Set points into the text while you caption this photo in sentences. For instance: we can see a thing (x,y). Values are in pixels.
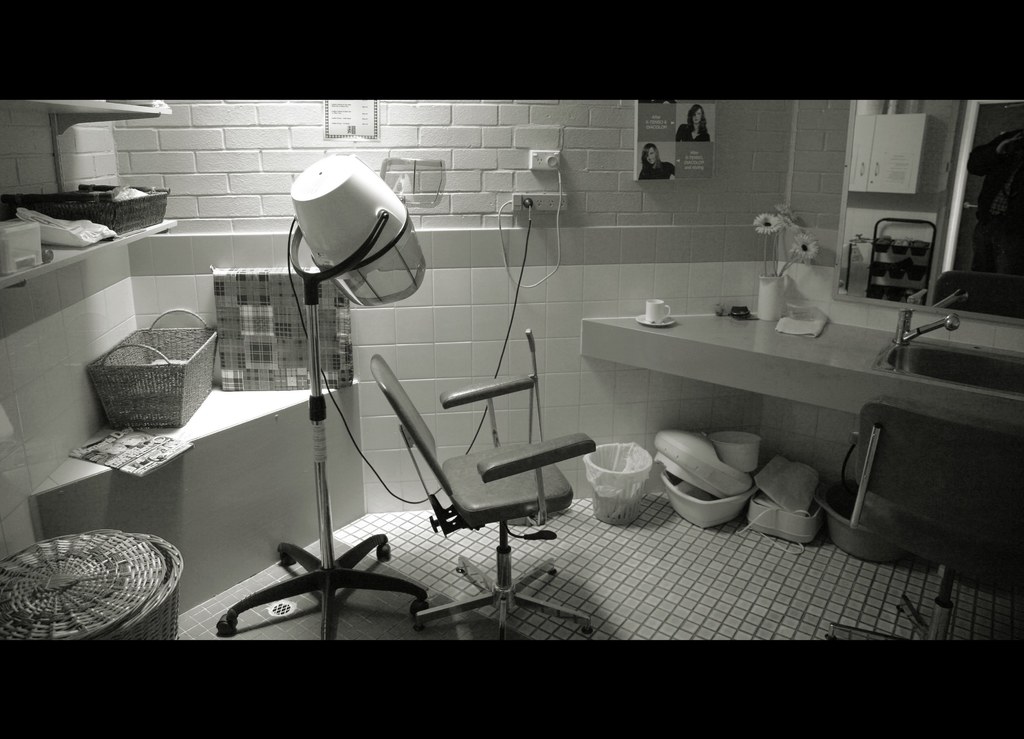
In the picture I can see a sink (983,379) which has a tap (906,317) on it, a cup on a saucer (660,324), flower pot (783,290) and some other objects (807,324) on the kitchen top (820,338). I can also see a chair (465,505), a basket (615,505) and some other objects (344,554) on the floor (522,550). In the background (281,226) I can see a wall (336,146) which has a photo (678,151), switch board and some other objects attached to it. This picture is black and white in color.
